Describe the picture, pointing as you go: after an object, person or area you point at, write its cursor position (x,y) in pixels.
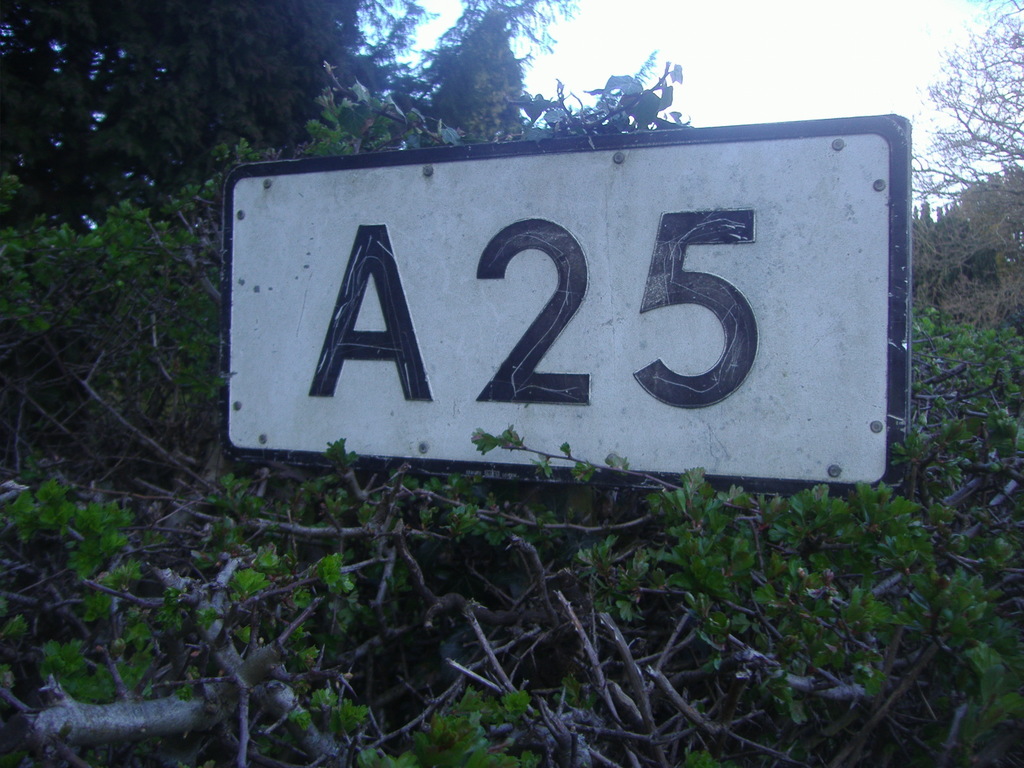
In this image I can see the board (388,319) in-between many trees (112,217). In the background (621,62) I can see the sky (617,68).
